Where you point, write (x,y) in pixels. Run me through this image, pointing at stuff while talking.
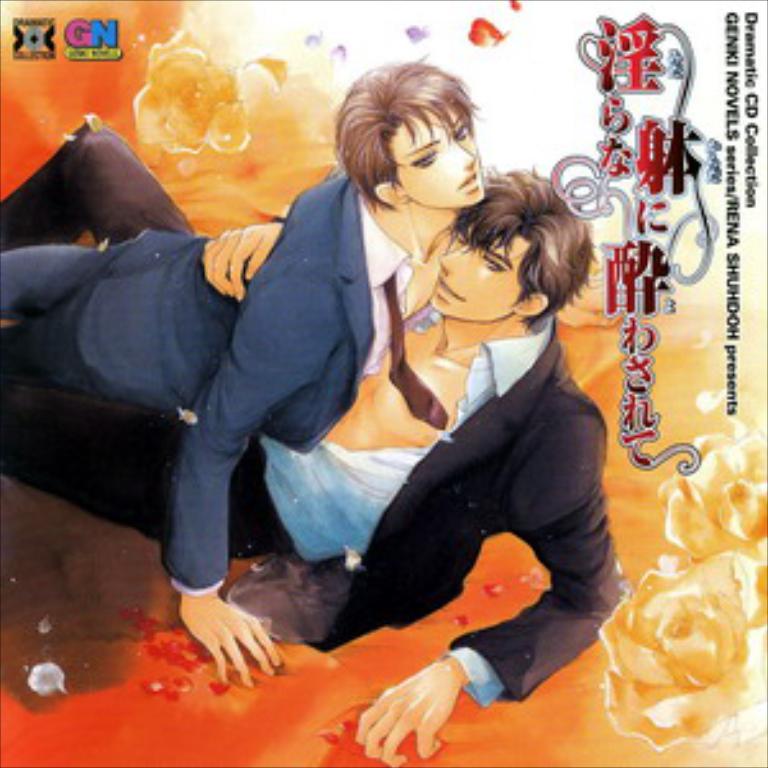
This is a poster (677,223) and in this poster (411,727) we can see two persons (120,259) and some text (653,459).
